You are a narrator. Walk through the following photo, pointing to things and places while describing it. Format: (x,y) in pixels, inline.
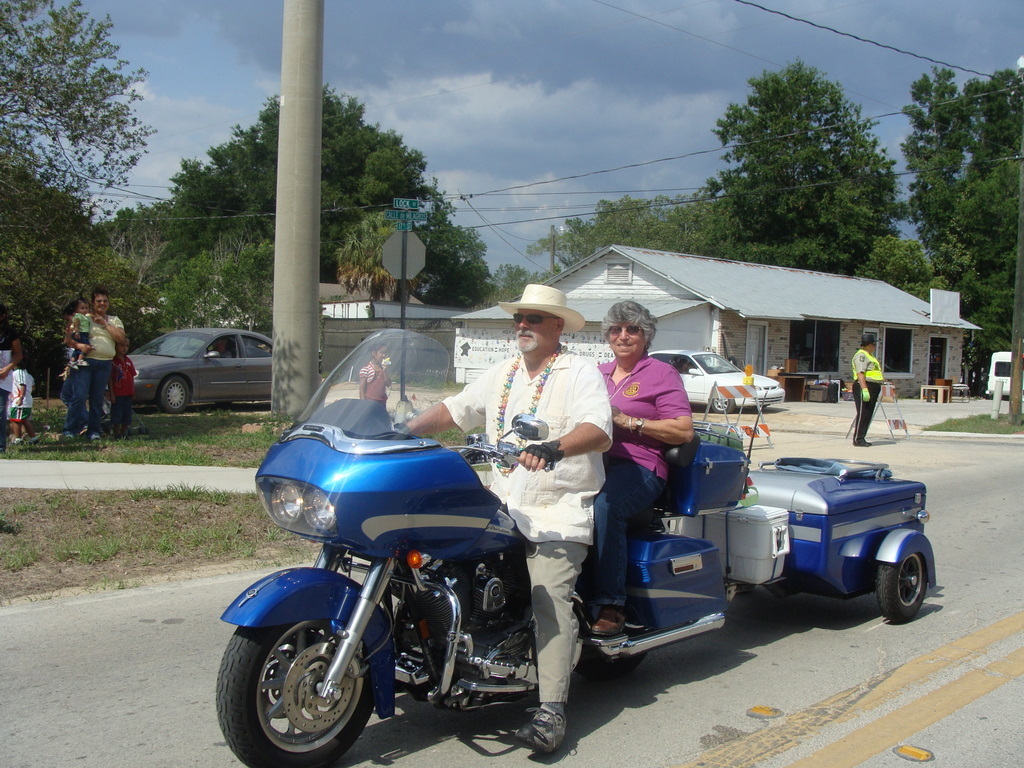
The person (536,323) wearing a hat (566,327) is sitting on a bike (501,459) and there is a women (637,418) behind him and there are trees (256,296), buildings (577,288) and car (200,343) in the background (267,357).
